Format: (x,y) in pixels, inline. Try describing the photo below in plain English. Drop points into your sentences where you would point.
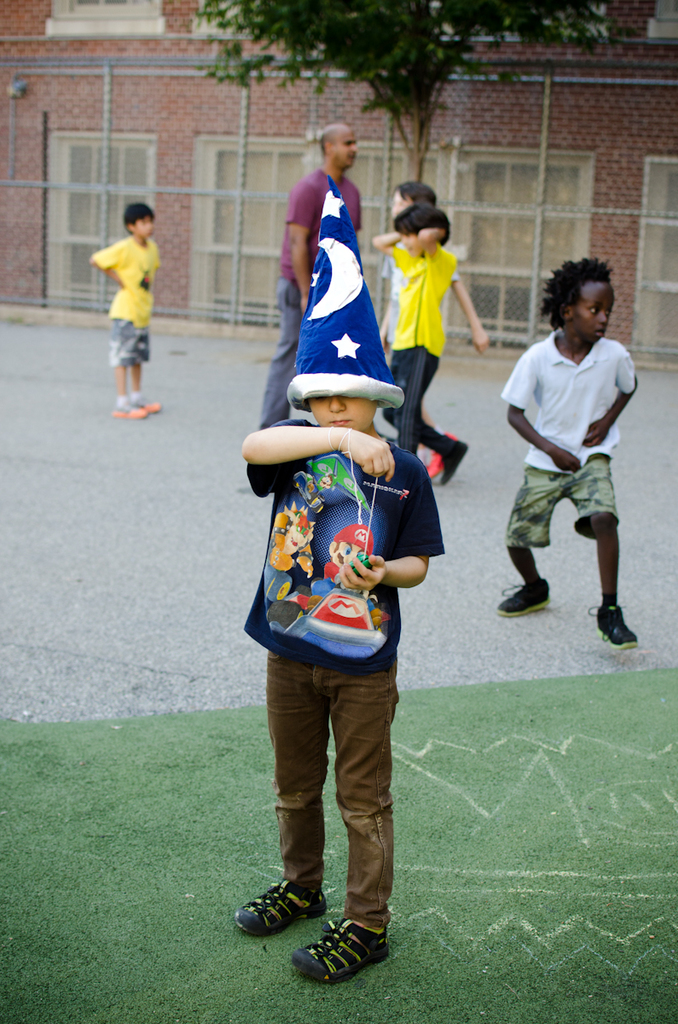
In this image I can see few people (300,357) around. In the background (279,187) I can see the wall (213,92), windows (222,260), fencing (634,300) and the tree (353,5).
